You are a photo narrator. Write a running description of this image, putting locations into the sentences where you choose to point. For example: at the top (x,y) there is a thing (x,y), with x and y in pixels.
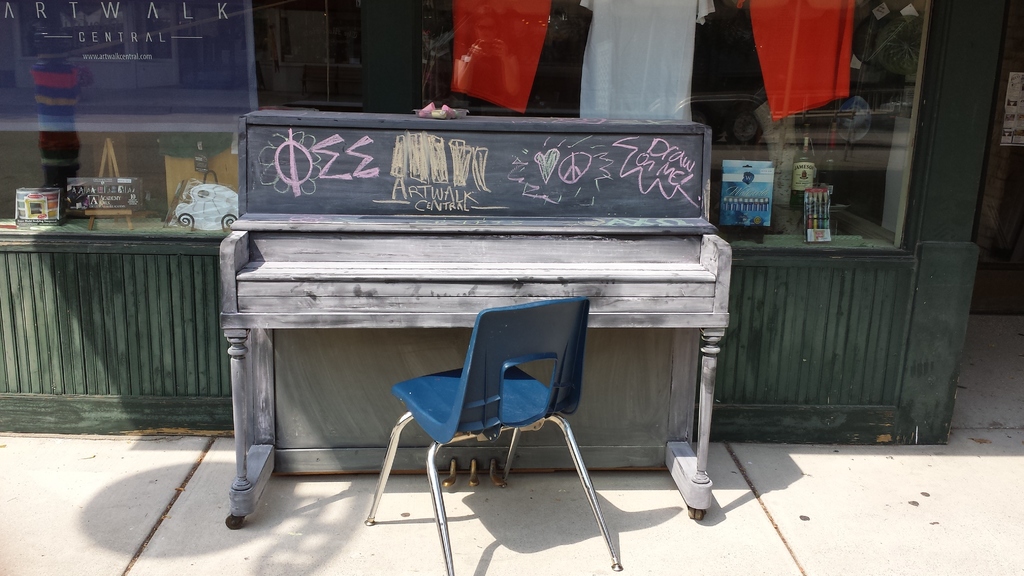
As we can see in the image there is a building (237,55), cloths (521,57), piano (494,211) and chair (482,424).
